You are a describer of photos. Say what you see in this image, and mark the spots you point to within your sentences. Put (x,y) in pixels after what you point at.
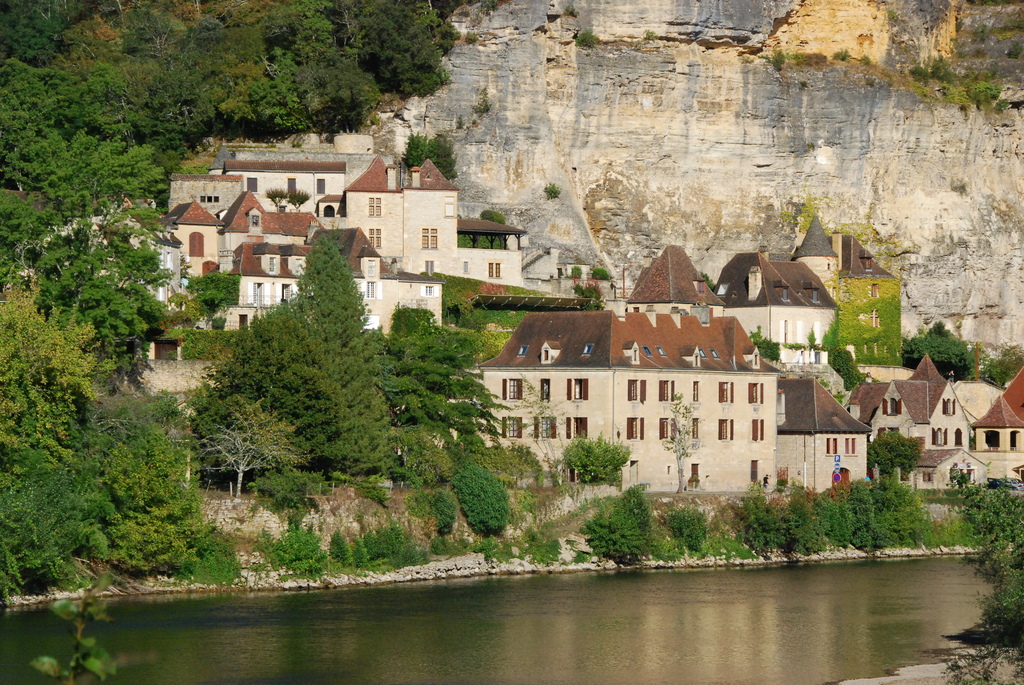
In this picture we can see water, buildings (726,350) and trees (320,362).
